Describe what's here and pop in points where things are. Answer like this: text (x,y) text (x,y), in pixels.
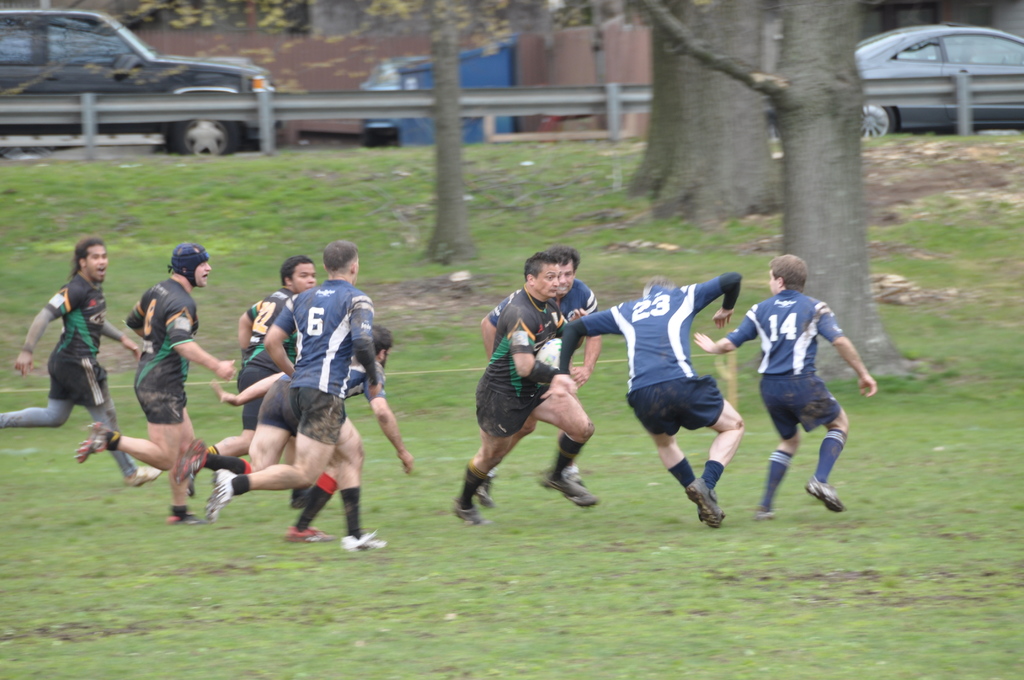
In the image we can see there are people (240,394) running, wearing clothes (293,426), socks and shoes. Here we can see grass (450,599), tree trunk (711,145), road barrier (130,108) and there are vehicles (104,71).
